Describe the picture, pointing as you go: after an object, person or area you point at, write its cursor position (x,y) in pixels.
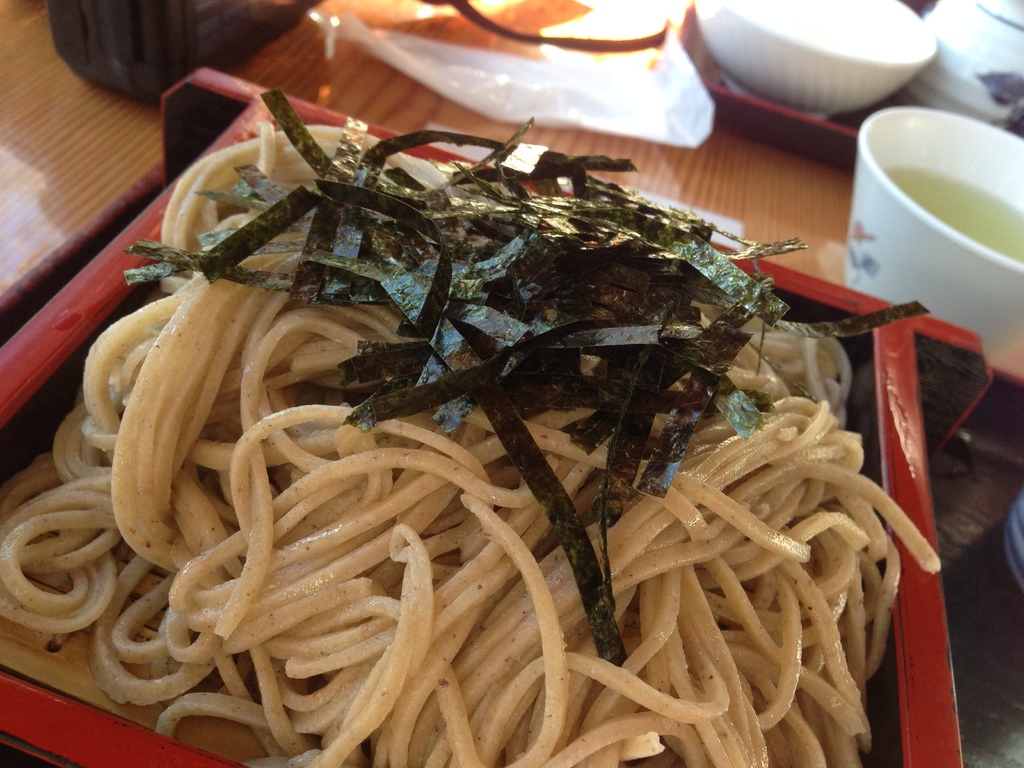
In this picture we can see a table (738,168) and on the table (752,167) there is a cup (886,208), paper (453,70), bowl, tray (925,645) and other things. In the tray (912,644) there are some food items (211,590).
